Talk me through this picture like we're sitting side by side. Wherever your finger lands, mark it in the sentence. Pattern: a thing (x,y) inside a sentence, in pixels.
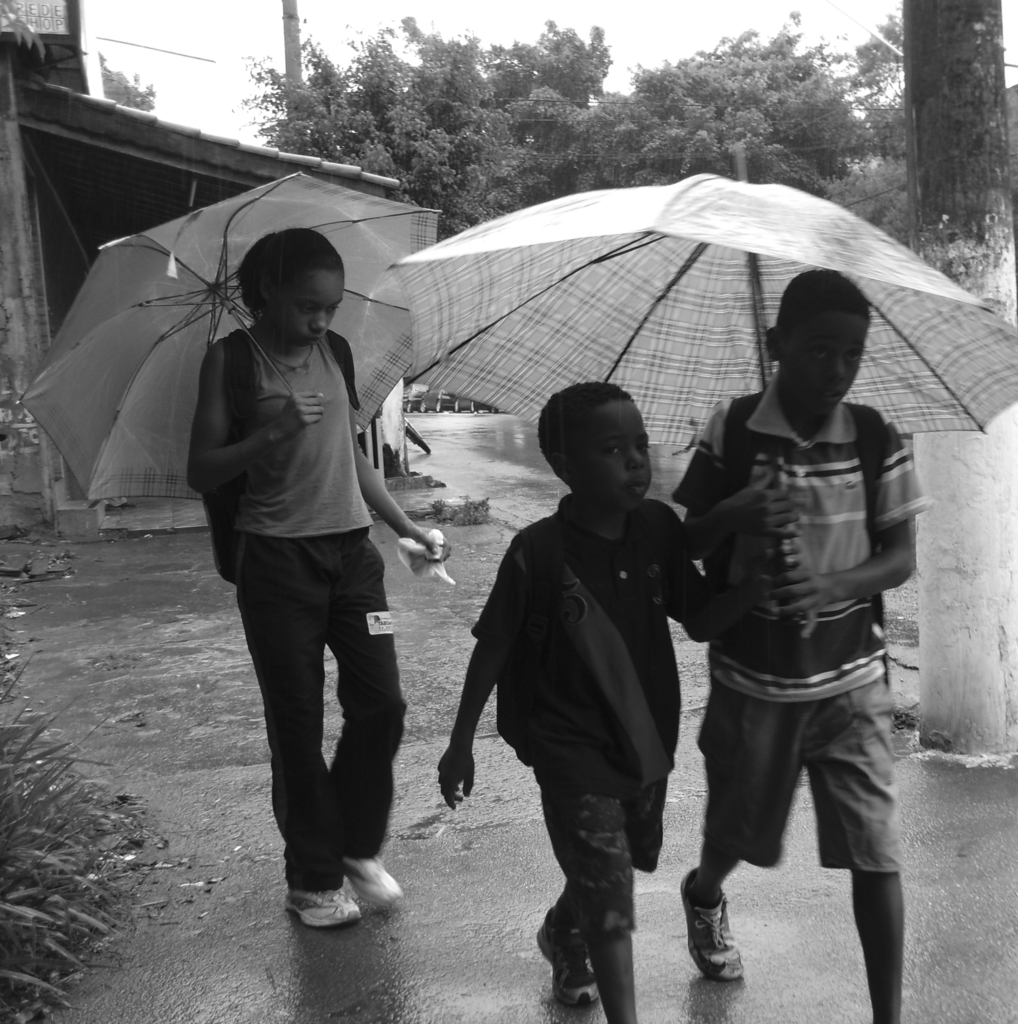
In this picture I can see there are three kids (767,587) and the girl (337,508) on to left (317,459) is holding a object (403,561) in her left hand (430,545) and holding the umbrella (186,369) with right hand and wearing a bag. The two boys (767,681) here are wearing bags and the boy (807,354) on to right (827,492) is holding the umbrella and there are plants (10,797), buildings (93,254), poles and trees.
